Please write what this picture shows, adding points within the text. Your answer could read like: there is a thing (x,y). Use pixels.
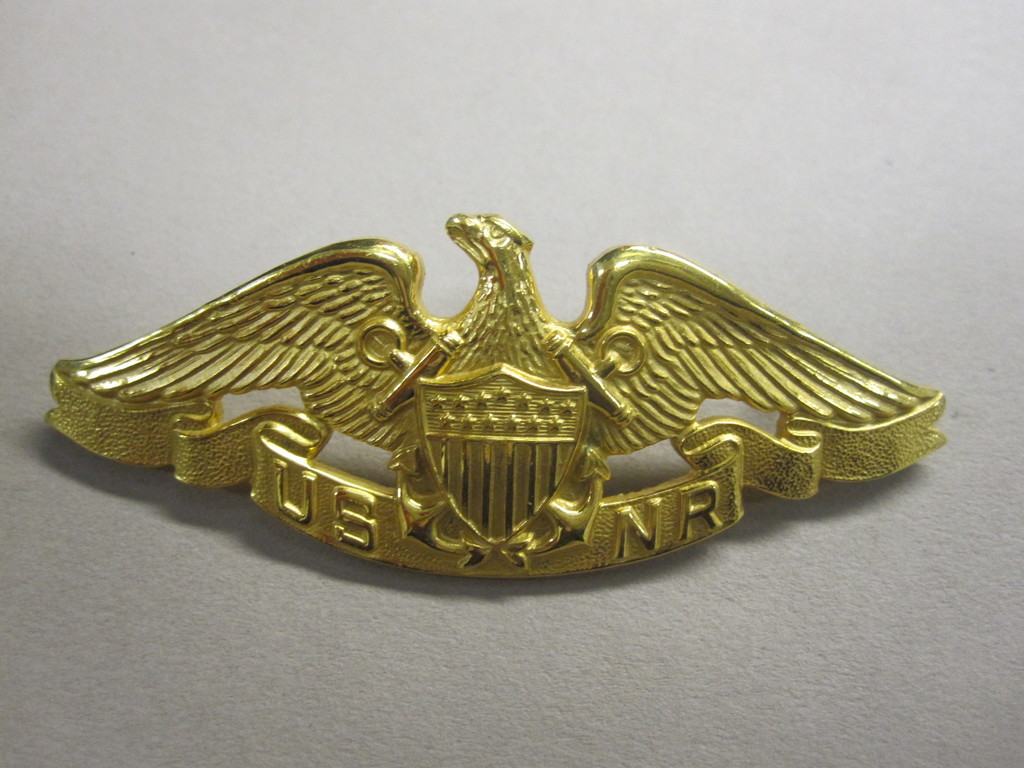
In this picture, there is a badge (450,451) which is in golden color. In the badge (453,392), there is an eagle (754,397).
